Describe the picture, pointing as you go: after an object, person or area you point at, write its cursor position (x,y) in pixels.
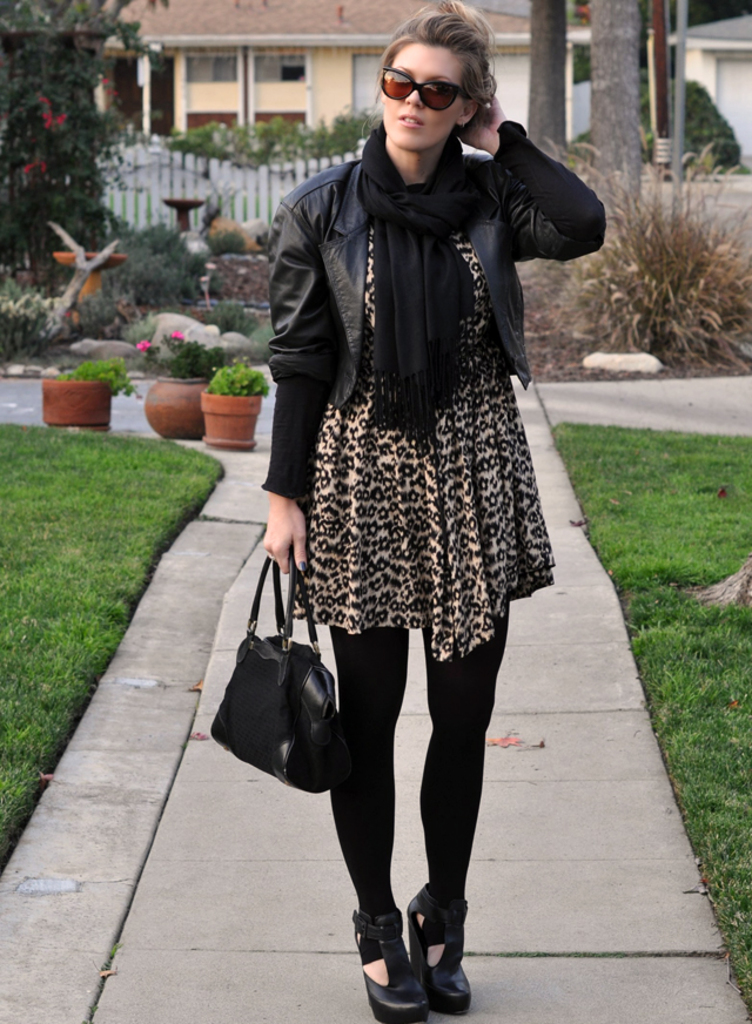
In the image we can see there is a woman (393,315) who is standing and carrying a black colour bag (285,687) in her hand (289,537).
